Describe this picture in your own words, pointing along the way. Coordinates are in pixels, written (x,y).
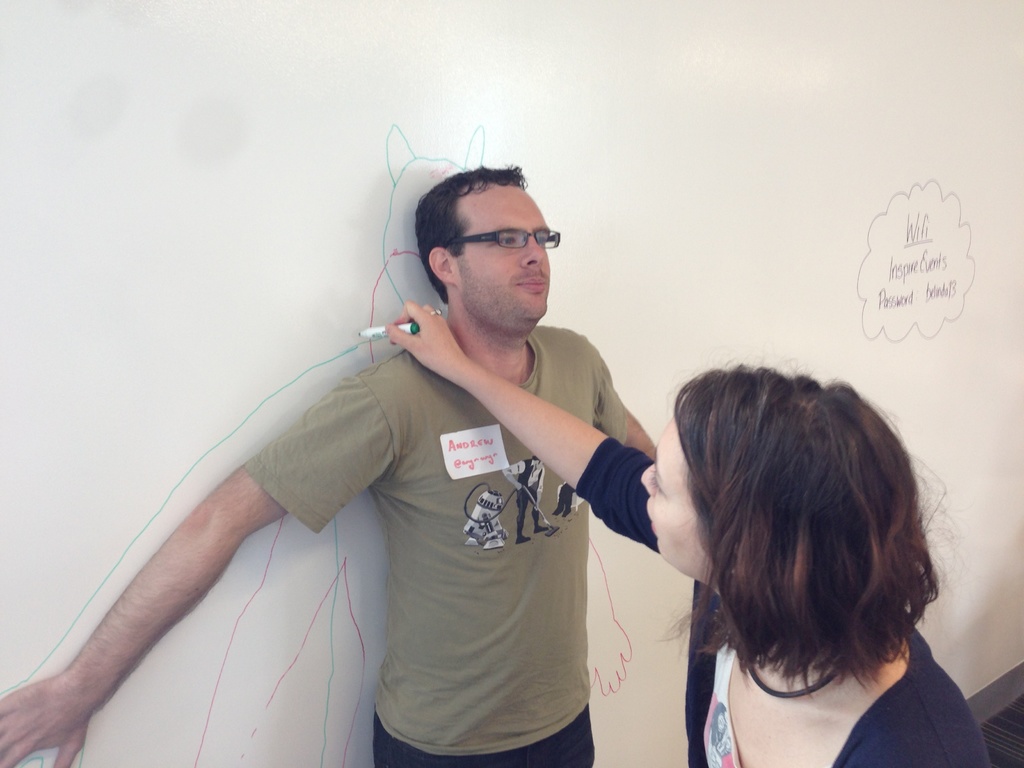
In the center of the image (352,479) there is a person (456,561) standing at the board (564,266). On the right side of the image (818,577) we can see a woman (737,531) writing on the board (363,317). In the background (519,44) there is a board (170,215).
